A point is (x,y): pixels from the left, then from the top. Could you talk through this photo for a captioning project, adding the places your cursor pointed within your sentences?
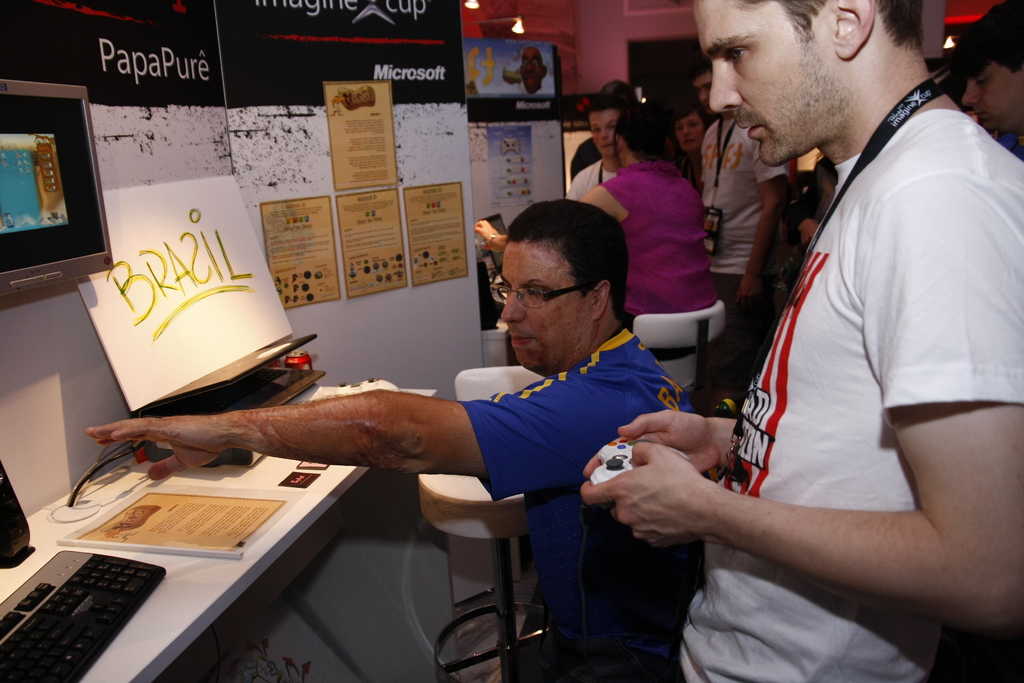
In this picture few persons (764,231) standing. These two persons (583,440) sitting on the chair (428,511). This is table (37,547). On the table (183,600) we can see keyboard (116,596), book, board (186,290). On the background (310,180) we can see wall (603,54), posters (370,109). This person (659,434) hold remote (606,447).
